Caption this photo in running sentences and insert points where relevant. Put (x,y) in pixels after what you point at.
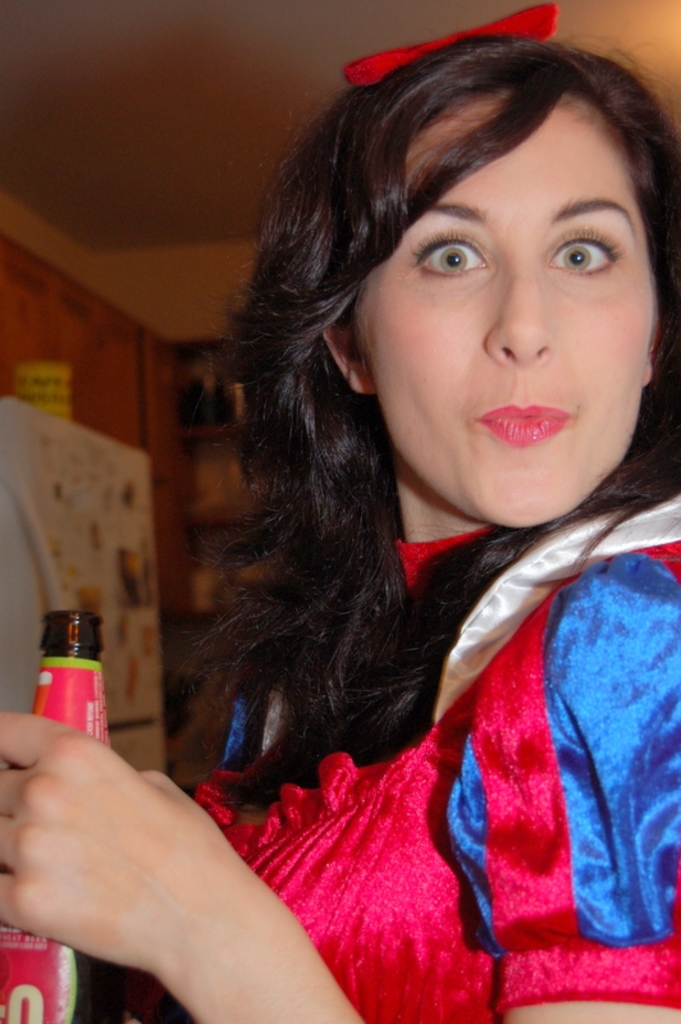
In this image there is a woman (383,98) wearing red dress (425,867), red ribbon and holding a bottle (92,1002). The bottle (101,676) is labeled in red in color. In the background (176,331) there are cupboards (186,379), fridge (58,469) and wall (190,278).
